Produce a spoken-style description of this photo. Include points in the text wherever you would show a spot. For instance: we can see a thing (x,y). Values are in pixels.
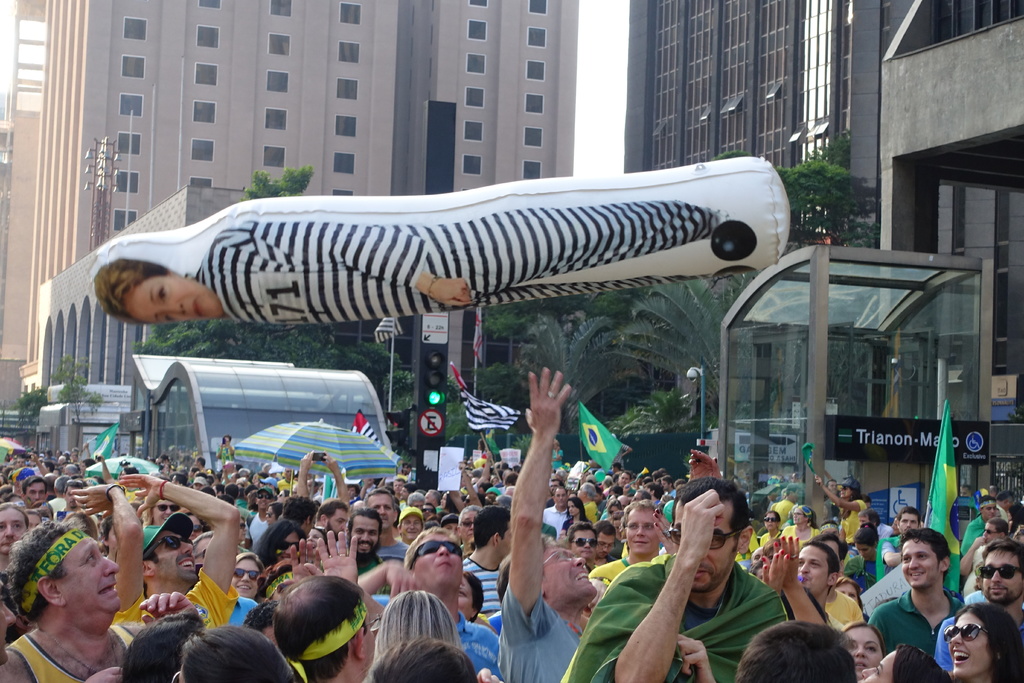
Here in this picture we can see number of people (392,557) standing and walking on the road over there and in the middle (385,272) we can see a balloon (423,206) and on that we can see picture (340,285) of a woman (414,281) present over there and all the people (374,502) there are cheering and some of them are holding flags (485,406) in their hands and behind them we can see buildings (304,146) present and we can also see trees (677,365) and plants (645,405) present over there and we can see some of them are wearing caps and goggles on them.
